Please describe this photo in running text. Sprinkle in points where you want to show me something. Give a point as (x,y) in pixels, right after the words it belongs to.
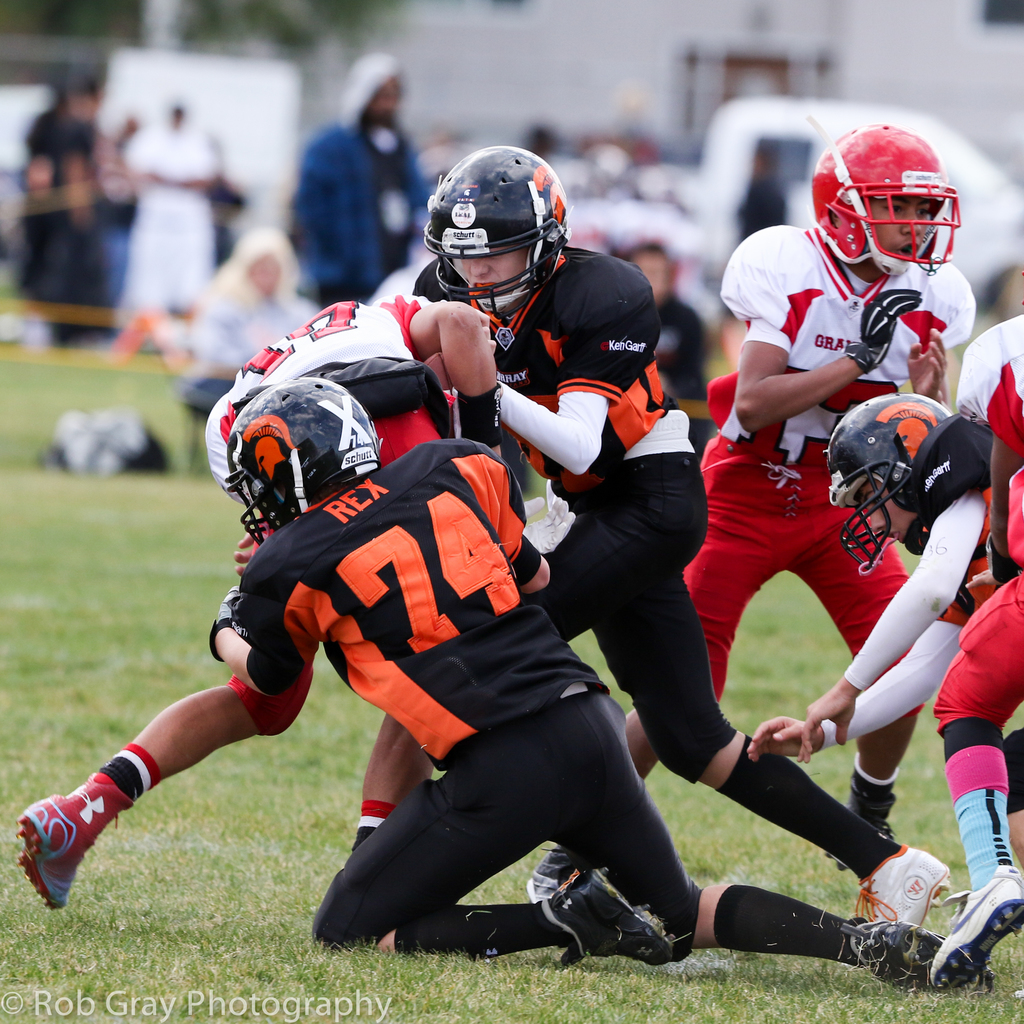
In this picture I can see few players (638,635) on the ground (419,978) and they are wearing helmets (829,169) on their heads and I can see few people (631,187) are standing in the back (204,200) and few (253,307) are sitting and I can see building (659,69) and a tree (246,22) in the back (710,75).
